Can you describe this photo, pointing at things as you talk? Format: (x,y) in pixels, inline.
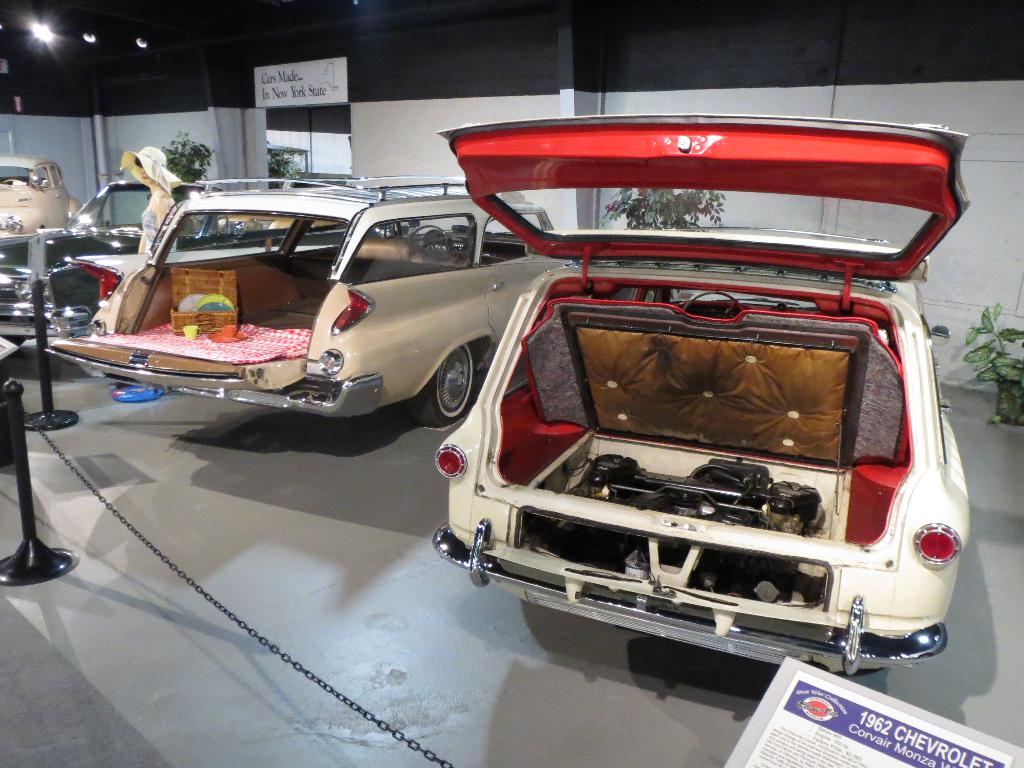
In this image we can see motor vehicles (355,388) on the floor (244,423). In addition to this we can see electric lights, house plants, walls (203,105), pipelines (95,169), woman (149,163) standing on the floor (182,398), barrier poles (51,549) and chains (209,597).
